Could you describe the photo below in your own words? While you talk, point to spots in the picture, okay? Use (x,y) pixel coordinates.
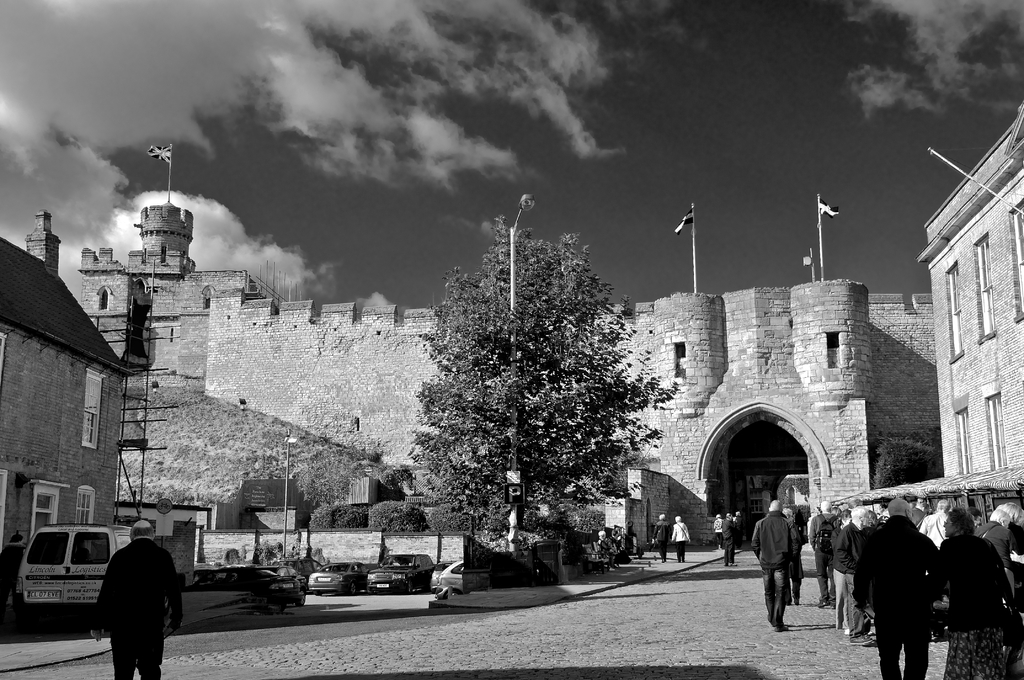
In this image we can see a building (708,387), here is the flag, here is the wall (754,349), here are the group of persons (130,665) standing on the ground (730,666), here is the tree (463,332), here are the vehicles (85,556), at above the sky (419,140) is cloudy, here it is in black and white.
